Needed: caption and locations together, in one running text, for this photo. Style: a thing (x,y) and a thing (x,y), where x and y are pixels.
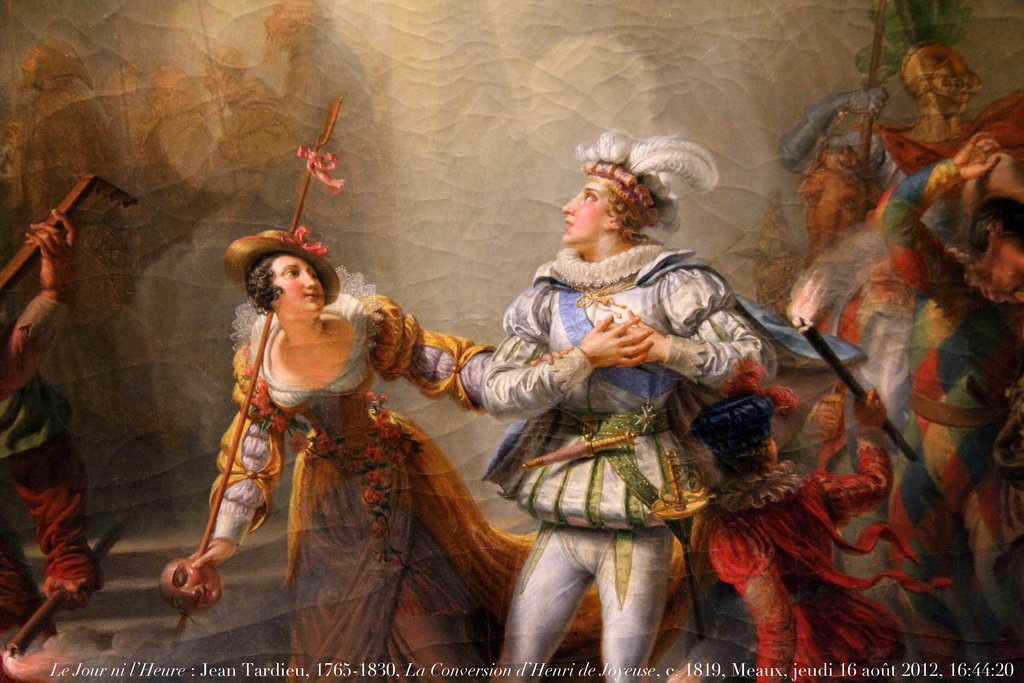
This image looks like a painting. In the front (609,367), there is a man (597,452) wearing white dress (591,501). Beside him, there is a woman (306,538) holding a stick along with a mask (199,570). In the background (409,84), there is a wall (469,151).
